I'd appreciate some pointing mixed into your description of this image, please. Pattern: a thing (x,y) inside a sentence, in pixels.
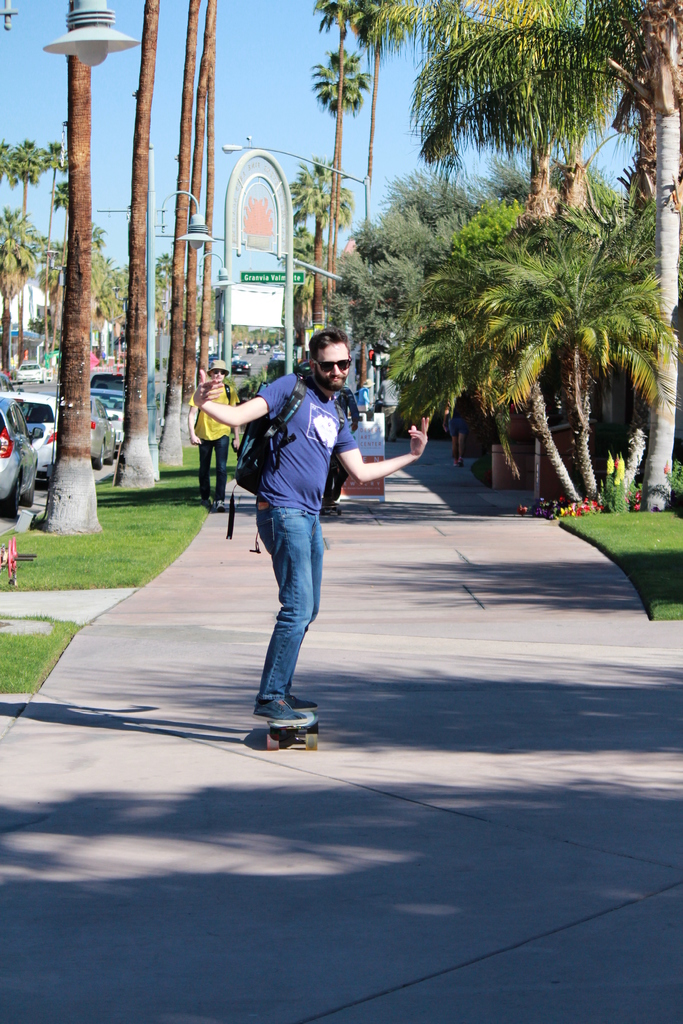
In the foreground of the picture (249,414) I can see a man (292,384) skating on the side road (406,692). He is wearing a T-shirt (312,481) and he is carrying a bag (267,438) on his back (284,423). I can see the trees (342,307) on the left side (134,168) and the right side (602,320) as well. There are cars (24,431) on the road (157,390). I can see the light poles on the side of the road (255,366). There is another man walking on the side of the road (234,377).
